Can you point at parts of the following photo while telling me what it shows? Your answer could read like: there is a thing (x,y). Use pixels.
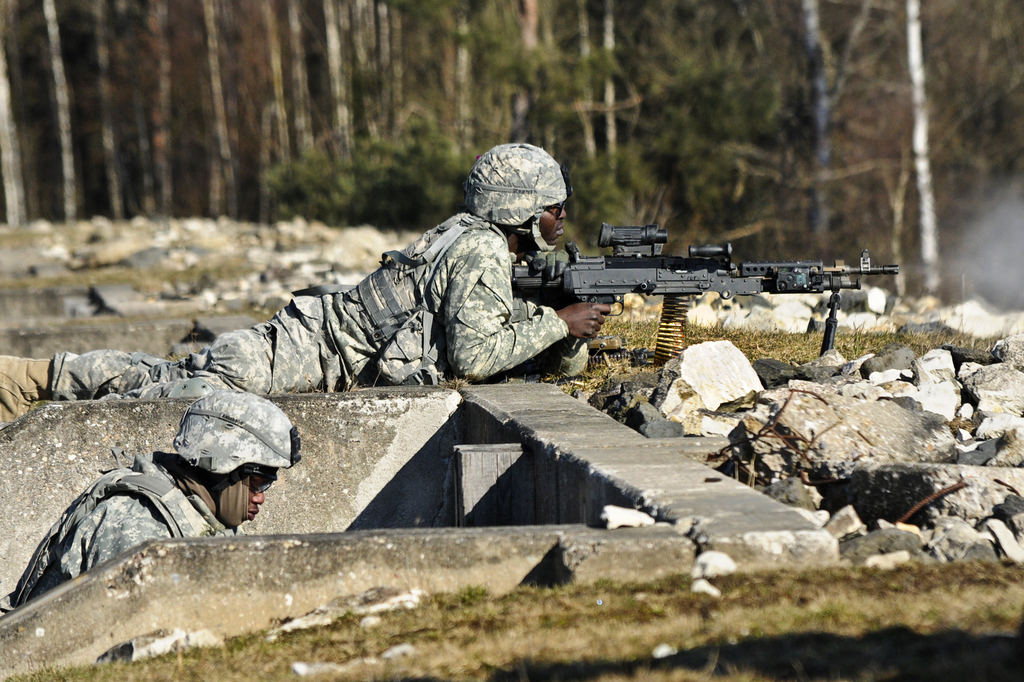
In this picture I can see two persons (458,292), there is a person (520,356) lying and holding a rifle (632,261), there are rocks (993,530), and in the background (451,167) there are trees (673,106).
